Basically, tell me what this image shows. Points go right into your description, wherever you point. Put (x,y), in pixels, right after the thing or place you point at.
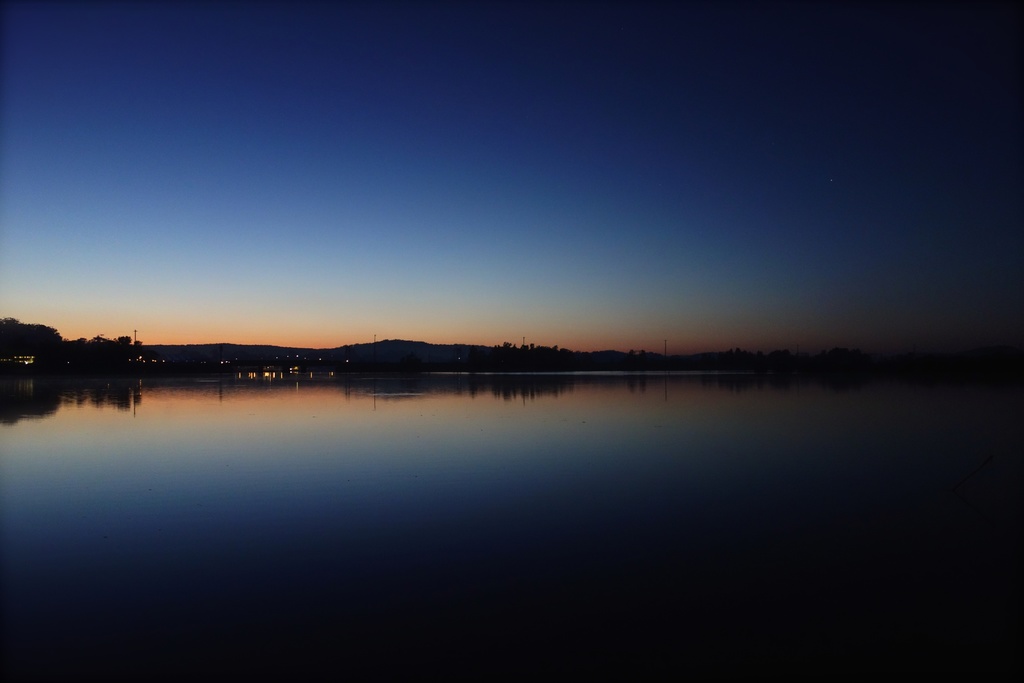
In this image we can see the water (394,384) and mountains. At the top (277,158) we can see the sky (240,243). On the water (334,384) we can see the reflection (371,445) of the sky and the mountains (470,366).
